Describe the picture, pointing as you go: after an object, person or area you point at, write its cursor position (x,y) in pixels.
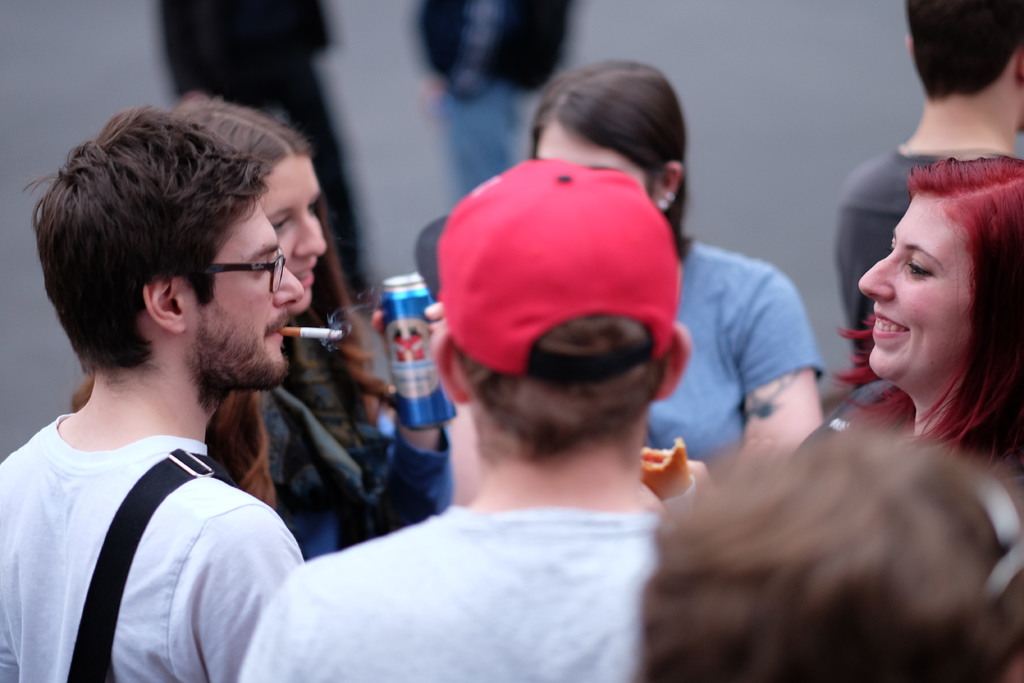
In this picture I can see few people (623,111) who are standing in front (158,327) and I see that the man (271,338) on the left (176,353) is having a cigarette (308,328) in his mouth (266,324) and the woman (914,220) on the right (956,213) is smiling and another woman (215,117) on the left (227,120) is holding a can (412,323). I see that it is blurred in the background (862,44).
